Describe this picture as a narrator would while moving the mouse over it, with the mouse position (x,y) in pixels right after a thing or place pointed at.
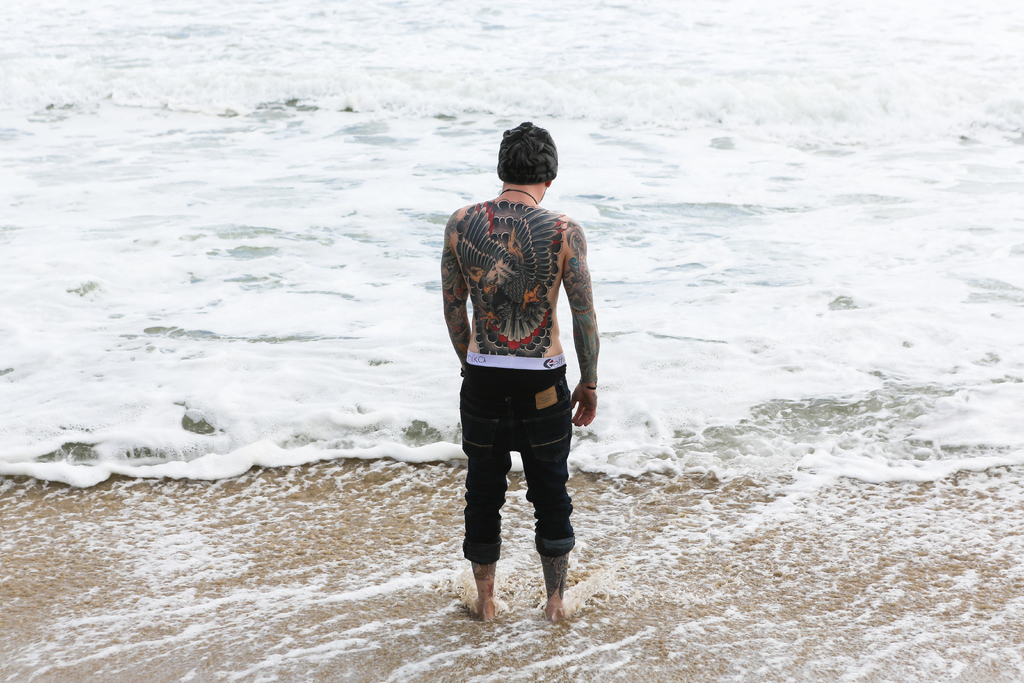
In this picture we can see some tattoos (520,299) visible on the body (536,259) of a person (595,362). This person (485,298) is standing. We can see waves (429,82) in the water (765,257).
